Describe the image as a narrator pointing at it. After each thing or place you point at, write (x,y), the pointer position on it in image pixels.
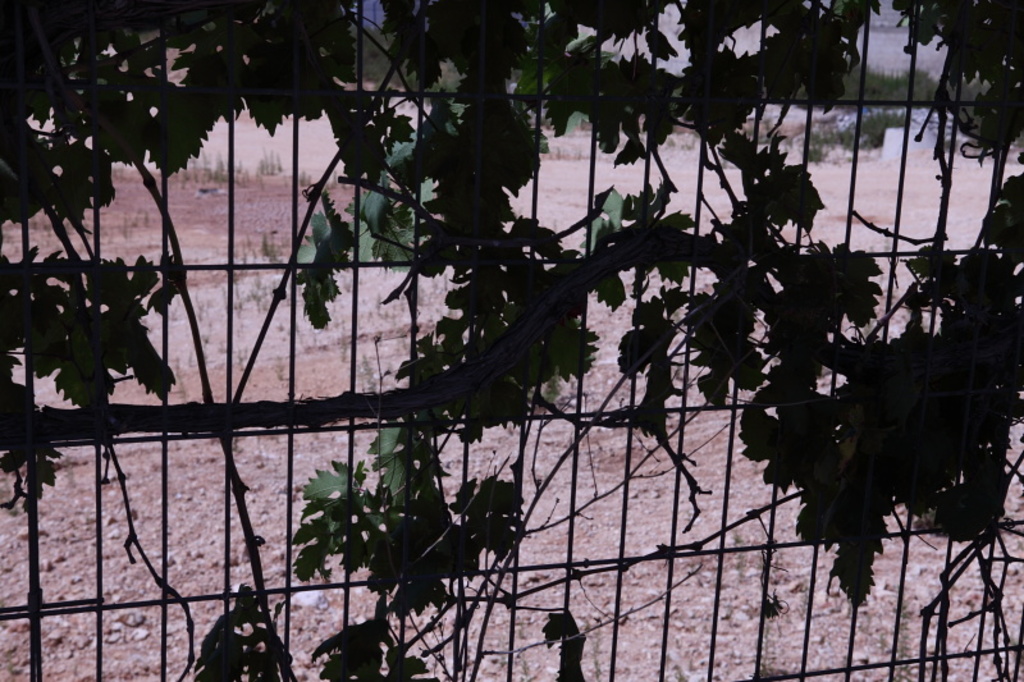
In this image I can see the bushes (801,426) to the railing (621,568). In the back (429,299) I can see the ground (585,195) and plants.
